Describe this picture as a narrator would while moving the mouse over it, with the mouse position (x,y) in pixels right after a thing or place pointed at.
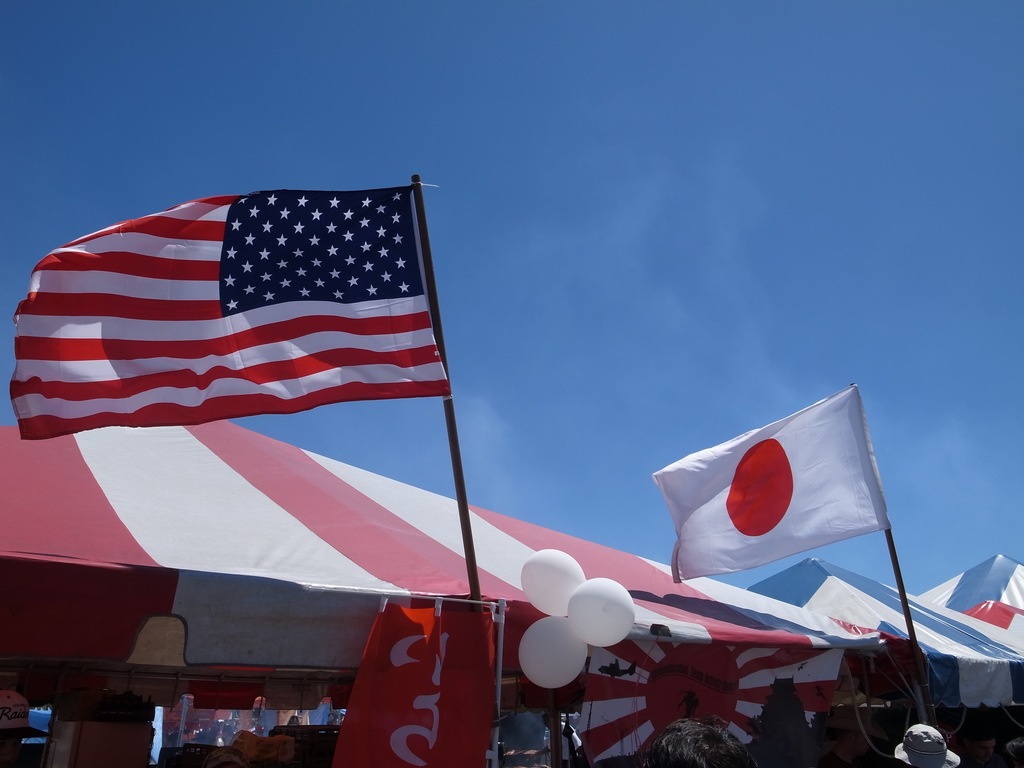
In this picture I can see canopy tents (1005,676), flags (374,260) with the poles (903,582), balloons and some other objects (92,699). I can see group of people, and in the background (748,263) there is the sky (798,355).
